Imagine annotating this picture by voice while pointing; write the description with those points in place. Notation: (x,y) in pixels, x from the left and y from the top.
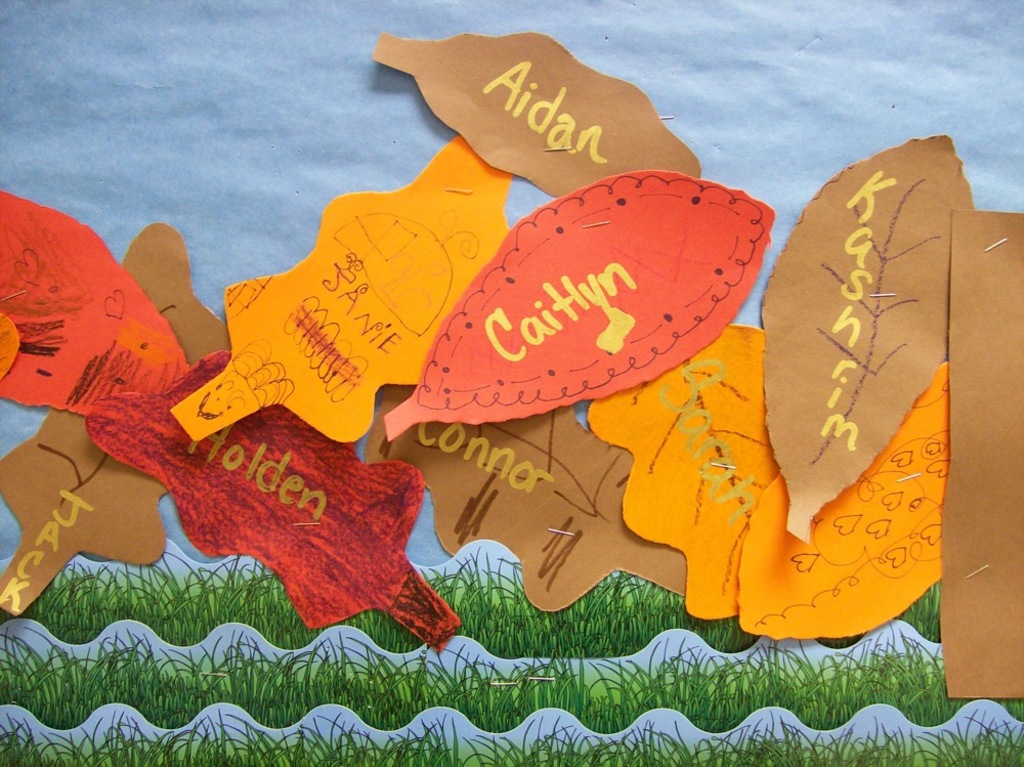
There are different sheets of paper (267,406) and some names (492,331) are written on each of the shape (486,252) and kept on a blue surface (227,284).
